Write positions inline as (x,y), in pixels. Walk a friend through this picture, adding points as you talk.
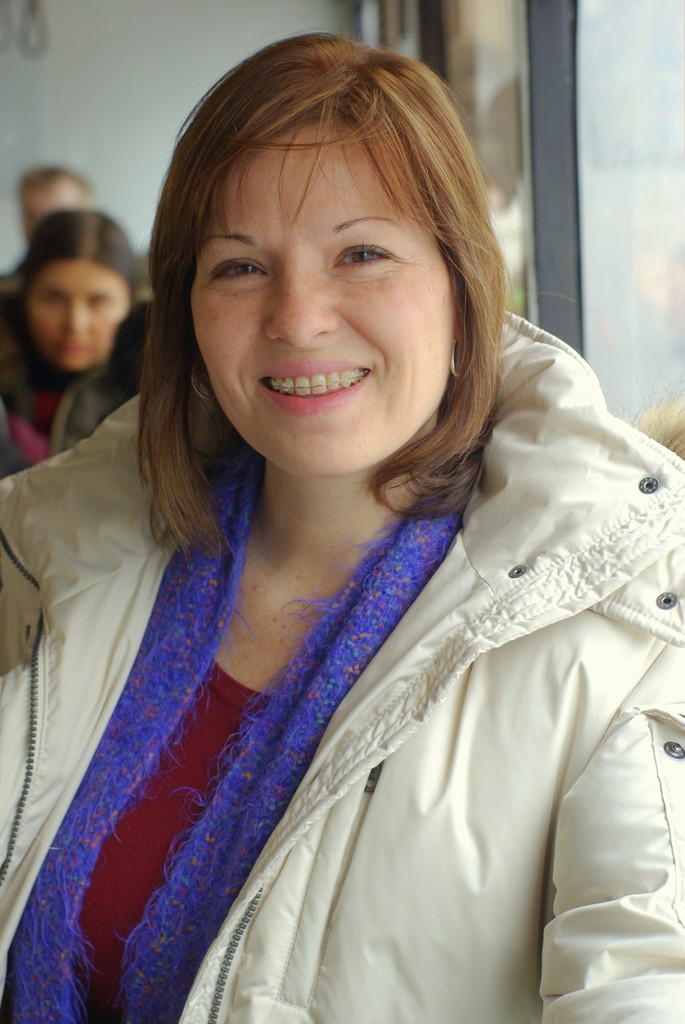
In this picture we can see a woman (226,744) and she is smiling and in the background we can see people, wall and the glass object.
